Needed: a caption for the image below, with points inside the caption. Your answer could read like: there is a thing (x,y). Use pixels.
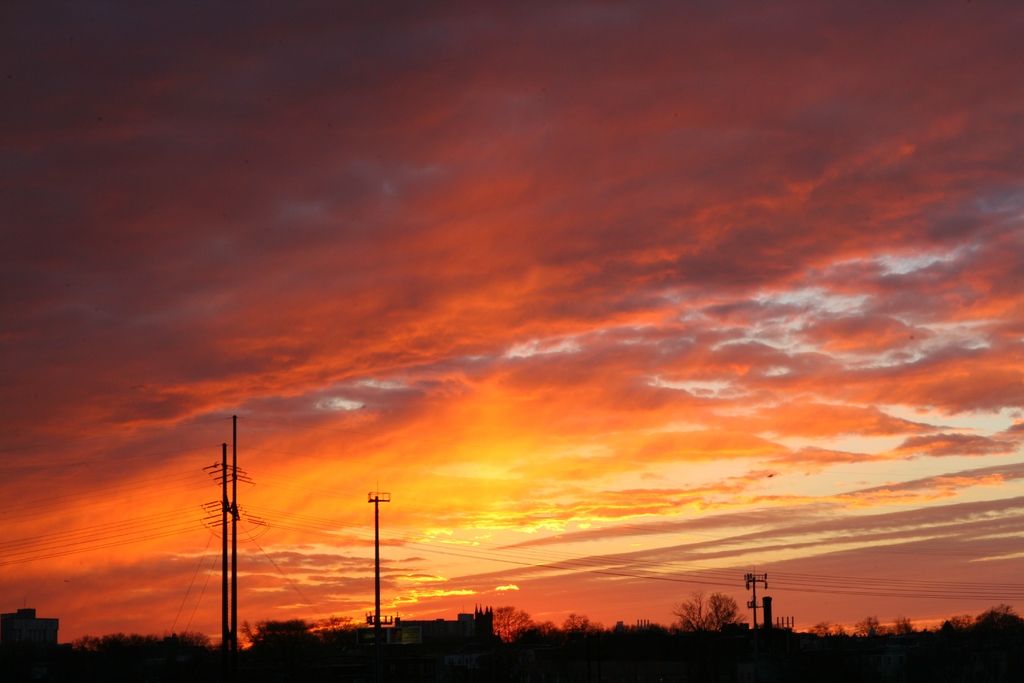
In this image, we can see a cloudy sky (425,502). At the bottom (134,641), there are few poles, trees (120,653) and wires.
